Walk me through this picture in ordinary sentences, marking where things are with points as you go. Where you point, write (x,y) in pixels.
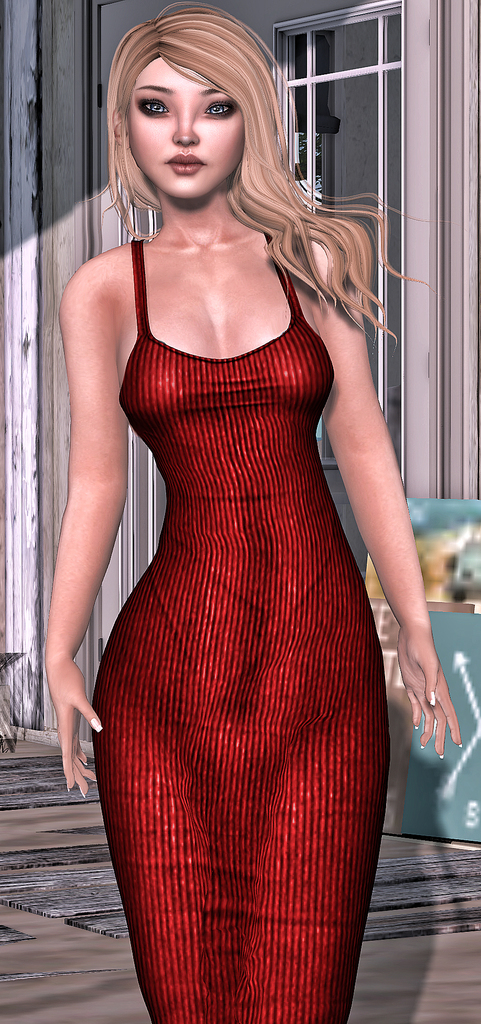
This is an animated picture. Here we can see a woman (287,329).
